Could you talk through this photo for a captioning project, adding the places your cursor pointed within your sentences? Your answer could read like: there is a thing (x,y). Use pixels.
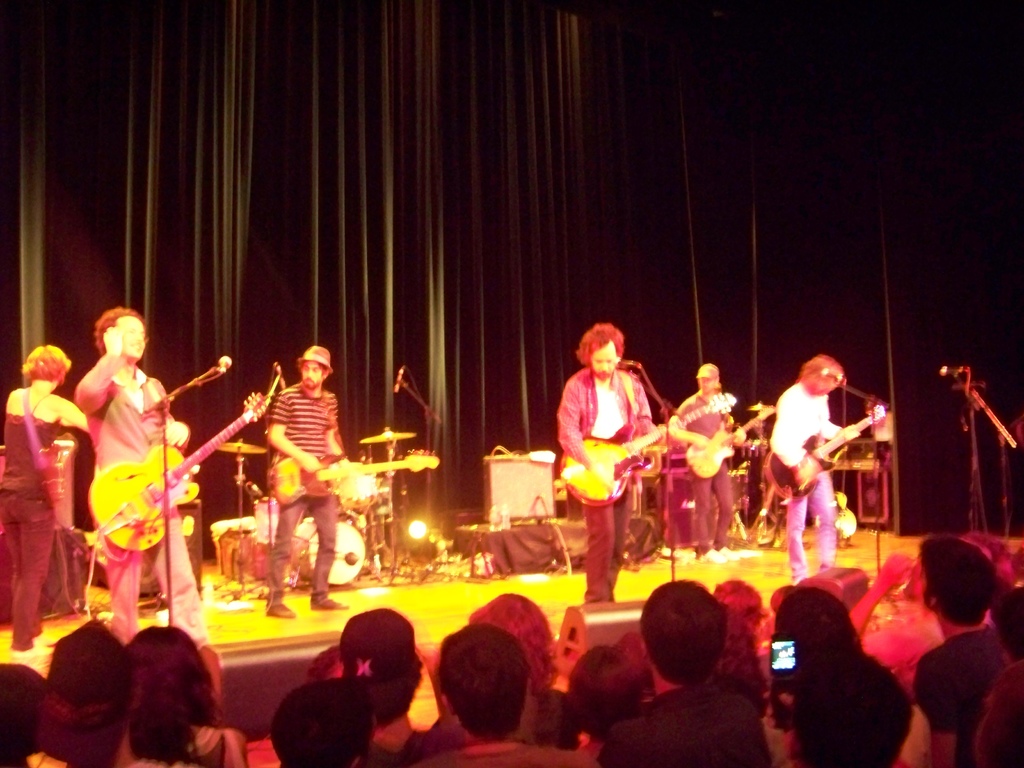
There are group of persons (313,461) playing guitar (716,451) in front of a mic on a stage (536,523) and there are audience (451,708) in front of them and the background (324,175) is black in color.
